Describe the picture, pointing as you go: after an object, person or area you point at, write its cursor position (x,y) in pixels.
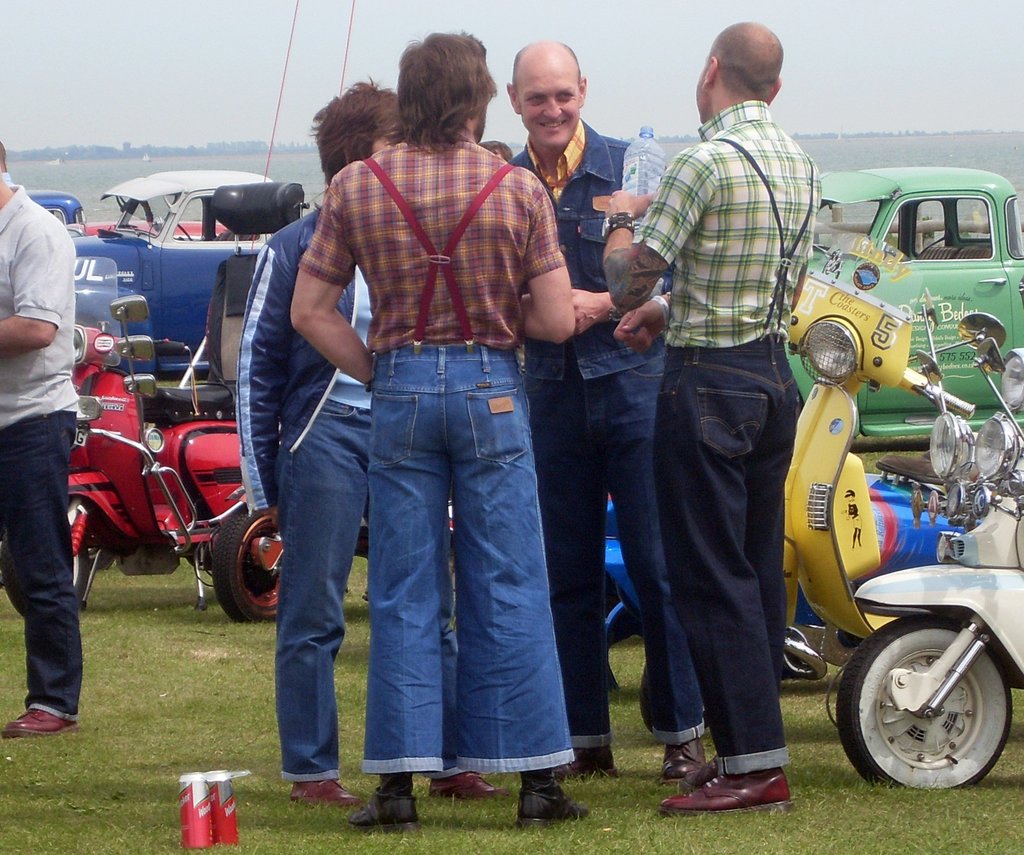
In the center of the image (383,373) we can see group of persons (517,526) standing on the grass (651,809). In the background (931,483) we can see vehicles (153,285), scooters (935,603), grass (892,449) and sky (904,74).
